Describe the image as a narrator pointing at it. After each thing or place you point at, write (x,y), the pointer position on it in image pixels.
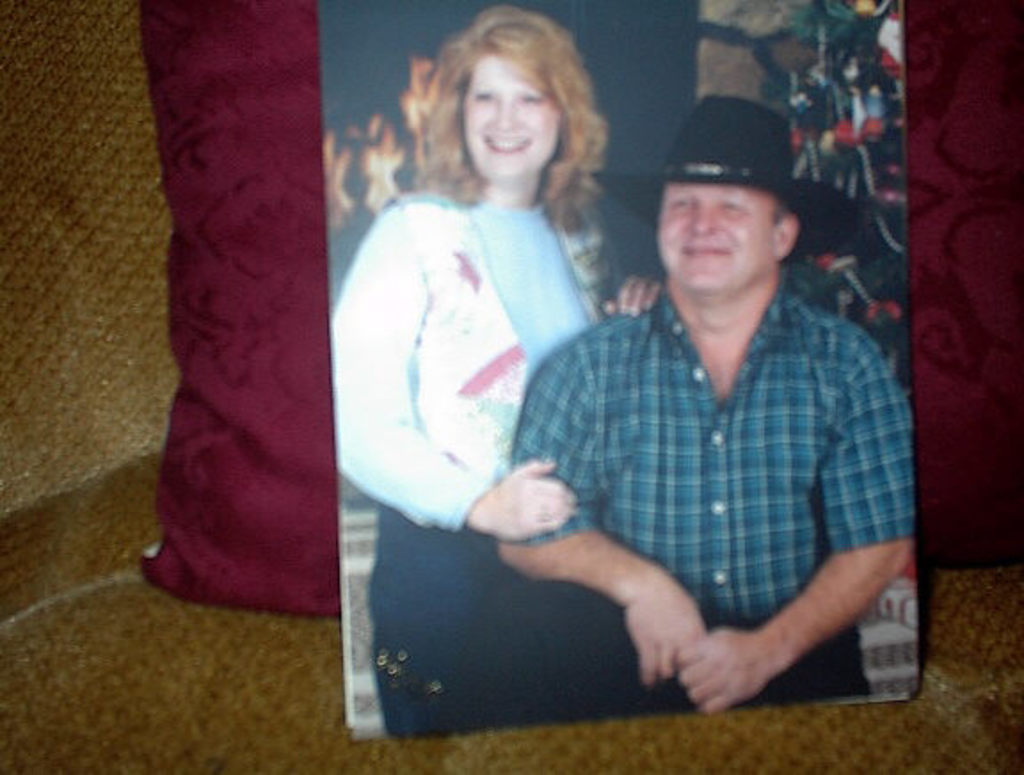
In this picture we can see a photograph (650,463), in the photograph (739,425) we can find a man (618,376) and woman (490,228), and he wore a cap (705,177).
